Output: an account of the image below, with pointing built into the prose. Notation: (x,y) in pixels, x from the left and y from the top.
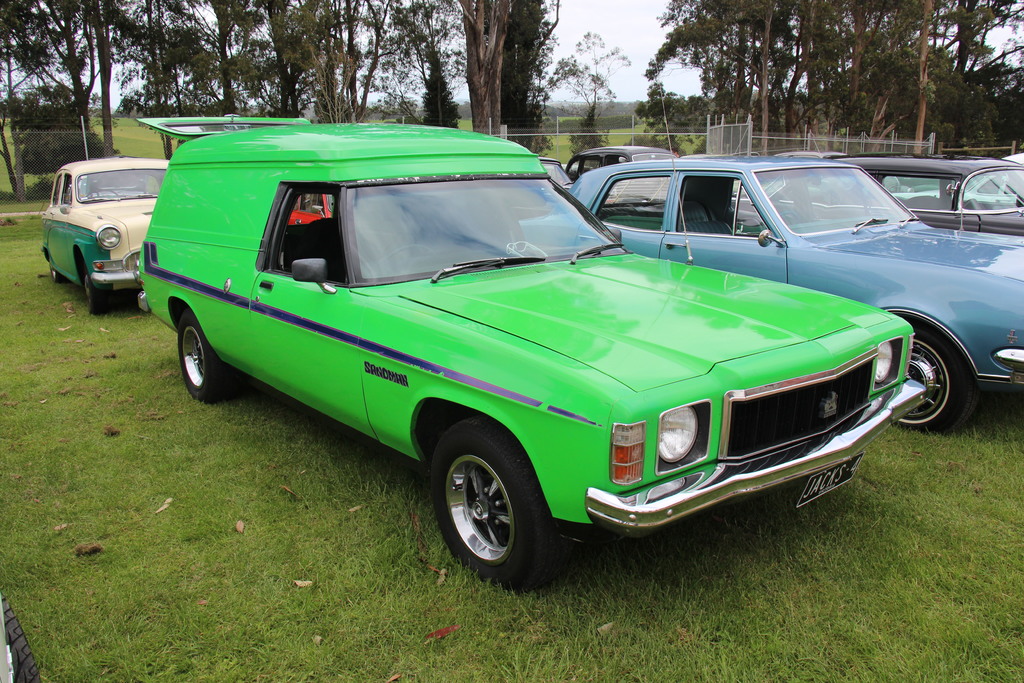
In this picture we can see cars (868,156) on the ground (80,297) and in the background (800,131) we can see fence (14,168), trees (842,41), sky (649,48).
